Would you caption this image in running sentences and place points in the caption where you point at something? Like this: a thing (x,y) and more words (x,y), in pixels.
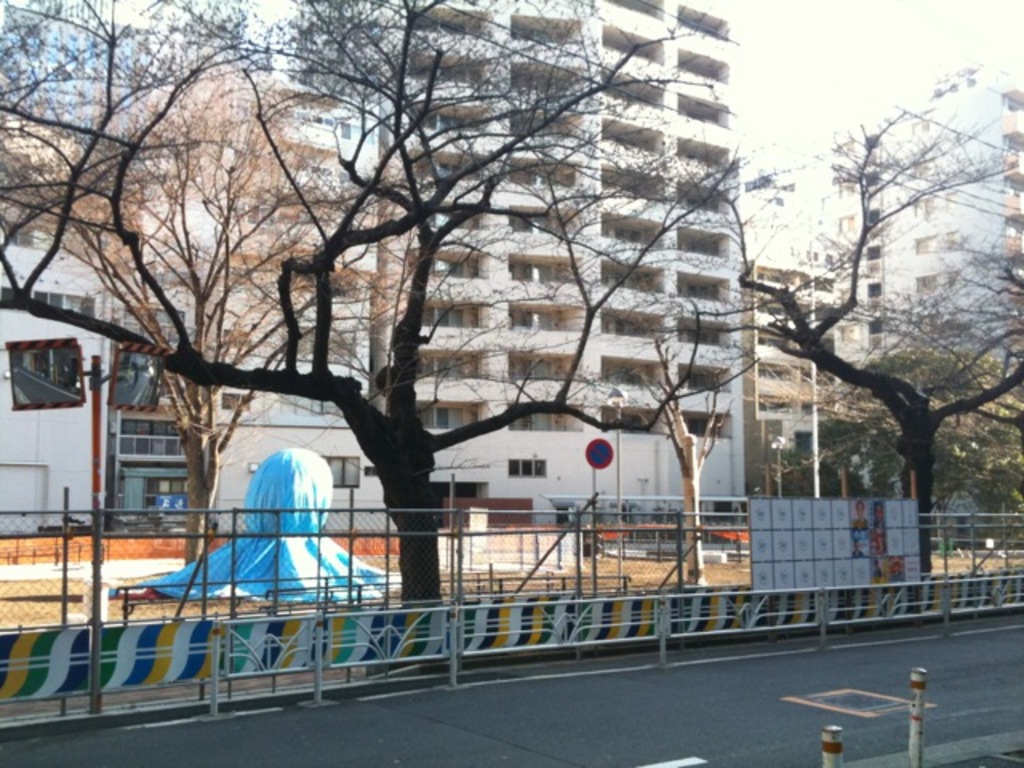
In this picture I can see buildings (646,256), trees (266,262) and I can see metal fence (629,640) and I can see few pictures (880,535) on the board (803,509) and I can see sky (829,96).
